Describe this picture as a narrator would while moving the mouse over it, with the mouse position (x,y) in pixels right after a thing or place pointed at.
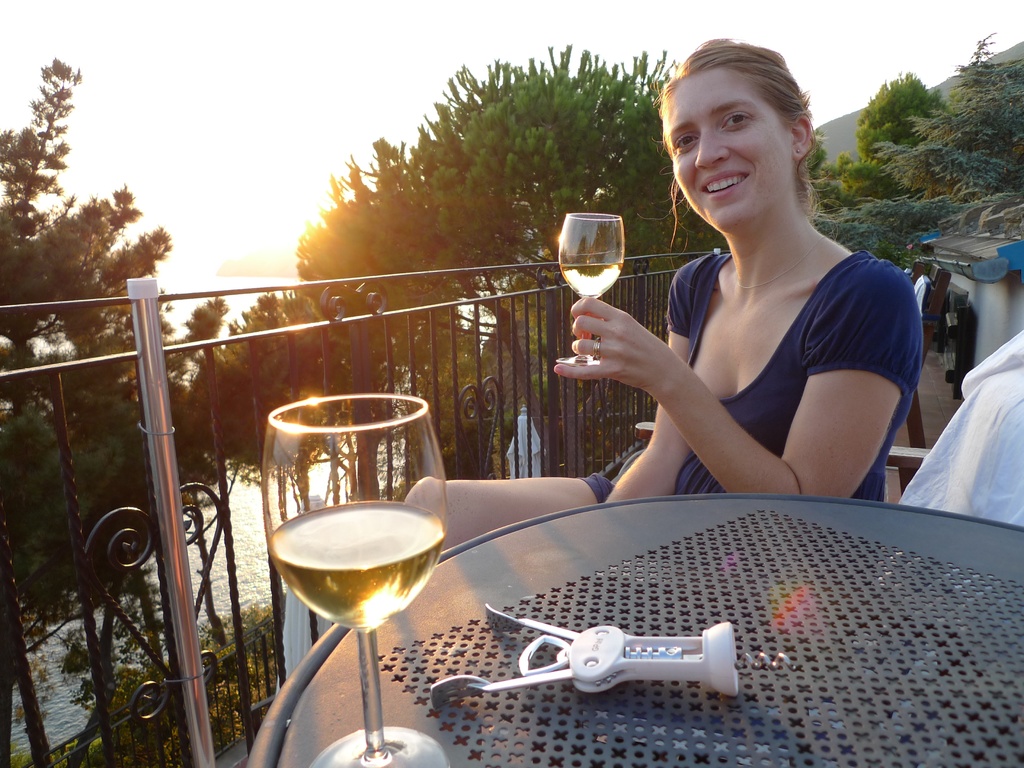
In this image I see a woman (455,507) who is sitting and holding a glass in her hand (630,352), I can also see that she is smiling and there is a table (801,508) in front of her on which there is another glass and a thing (736,674). In the background (633,283) I see the fence (8,570) and the trees (35,147) and I can also see the water (53,726).
